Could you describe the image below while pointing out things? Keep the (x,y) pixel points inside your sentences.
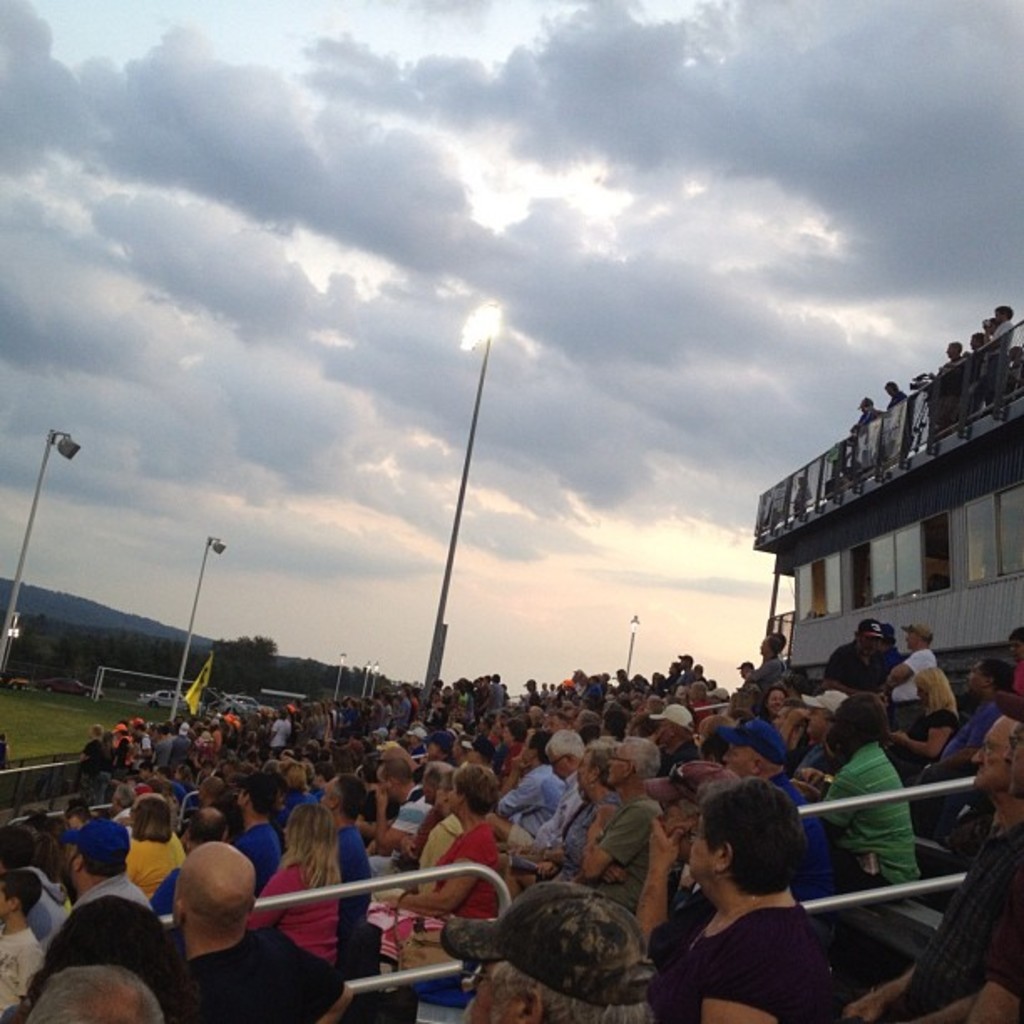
In this image few persons (143,999) are sitting on the staircase (863,940). Few persons (143,736) are standing. Left side (22,792) there is a fence (48,780). Behind there is grassland (92,719). Few street lights (12,626) are behind the fence (39,770). Right side (1002,414) there is a building (859,490). Few persons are standing on the building (1016,538). Left side (23,670) there are few trees (12,652). Behind there is a hill (92,615). Top of the image (328,232) there is sky (418,278) with some clouds (412,334).
